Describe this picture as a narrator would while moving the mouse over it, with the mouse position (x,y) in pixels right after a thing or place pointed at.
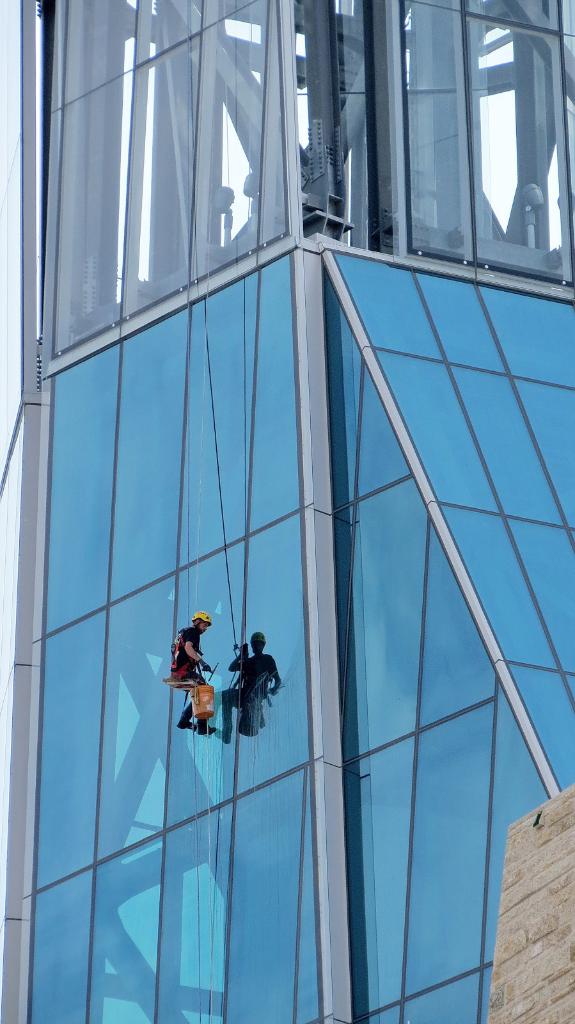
In this picture we can see the man (183,717), wearing dark color dress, cleaning the building glass (267,567).
